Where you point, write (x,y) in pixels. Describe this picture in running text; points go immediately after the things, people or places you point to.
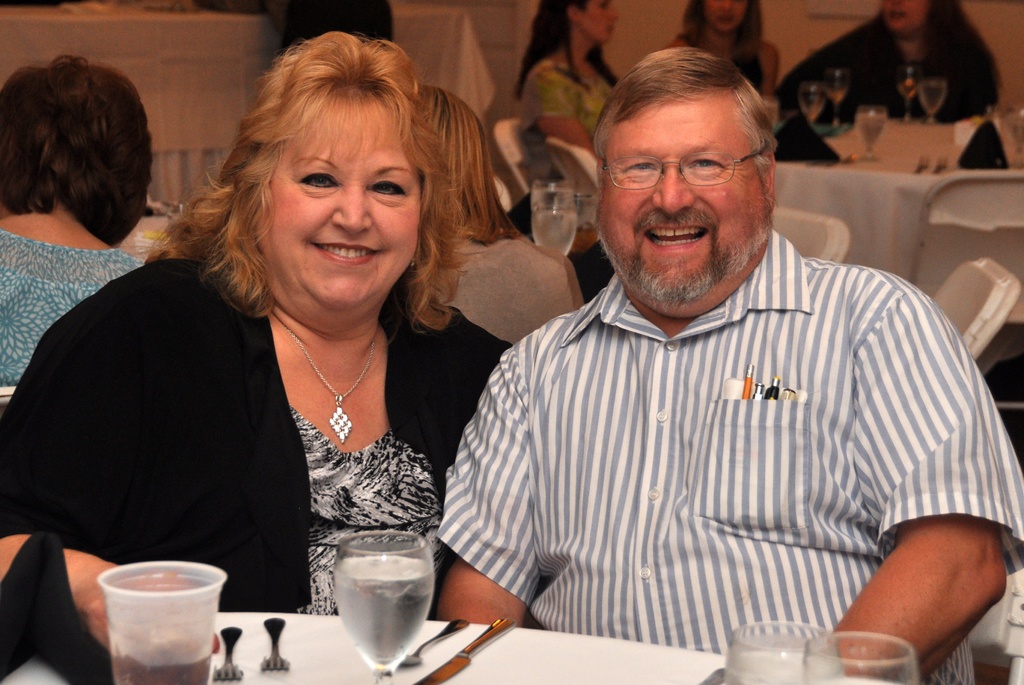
In this picture we can see people (930,67) sitting on the chairs (993,189) near to a table (936,138). On the tables (923,133) we can see napkins (1004,152), glasses (931,89), forks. We can see a man (706,229) and a woman (450,270). They both are smiling.
